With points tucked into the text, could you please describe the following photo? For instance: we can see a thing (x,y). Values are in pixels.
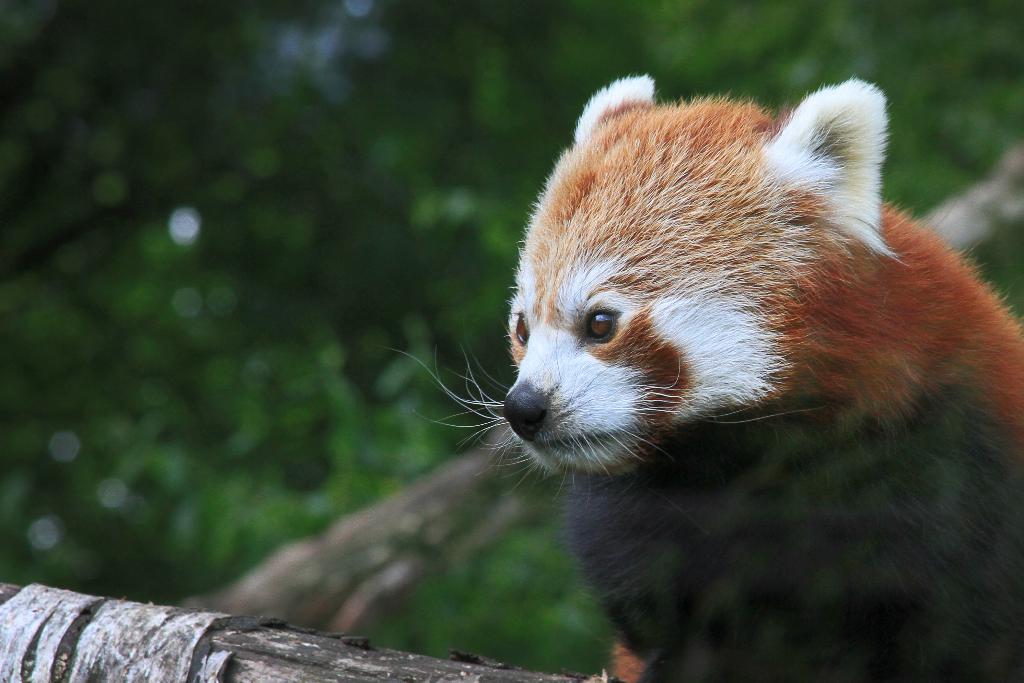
This picture is clicked outside. On the right (935,268) we can see a red panda (792,565) and we can see the branches (283,641) of the trees (275,590). In the background (227,422) we can see the green leaves (457,147).
